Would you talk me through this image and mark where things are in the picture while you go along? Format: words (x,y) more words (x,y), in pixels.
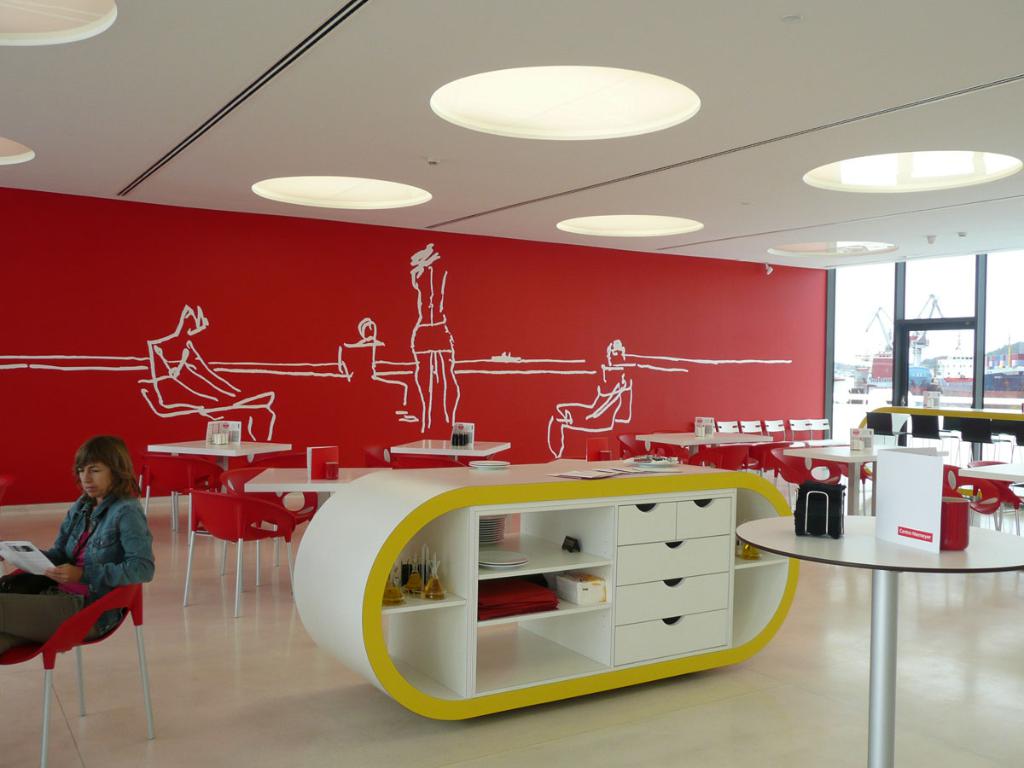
In this picture I can see there is a woman (83,521) sitting on the chair (91,616) and she is reading a book (48,563), there are tables (753,527) at the right (817,560). In the backdrop (239,355) there is a red color wall (339,330) and there is a window (900,345) at the right side (855,286).
